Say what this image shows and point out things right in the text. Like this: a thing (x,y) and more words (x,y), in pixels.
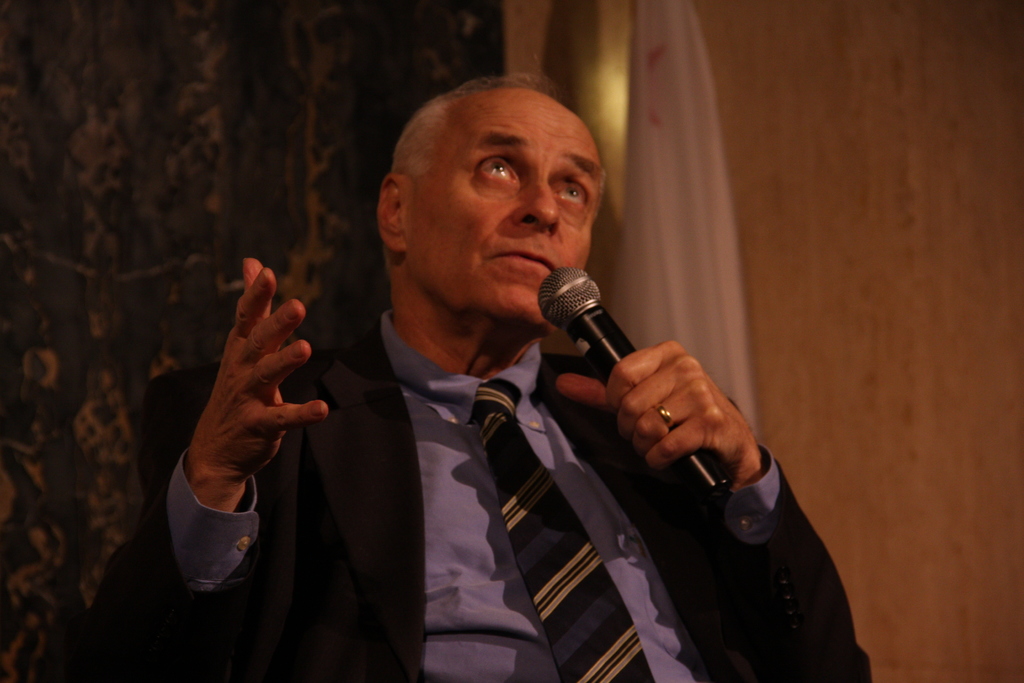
In this picture i could see a person (392,478) dressed up in formals (462,549) holding a mic (598,322) in his left hand (677,383). In the background (676,179) i could see a white curtain (669,122) and dark brown colored wall (210,178) and to the right (890,172) there is a wooden door (838,270).
